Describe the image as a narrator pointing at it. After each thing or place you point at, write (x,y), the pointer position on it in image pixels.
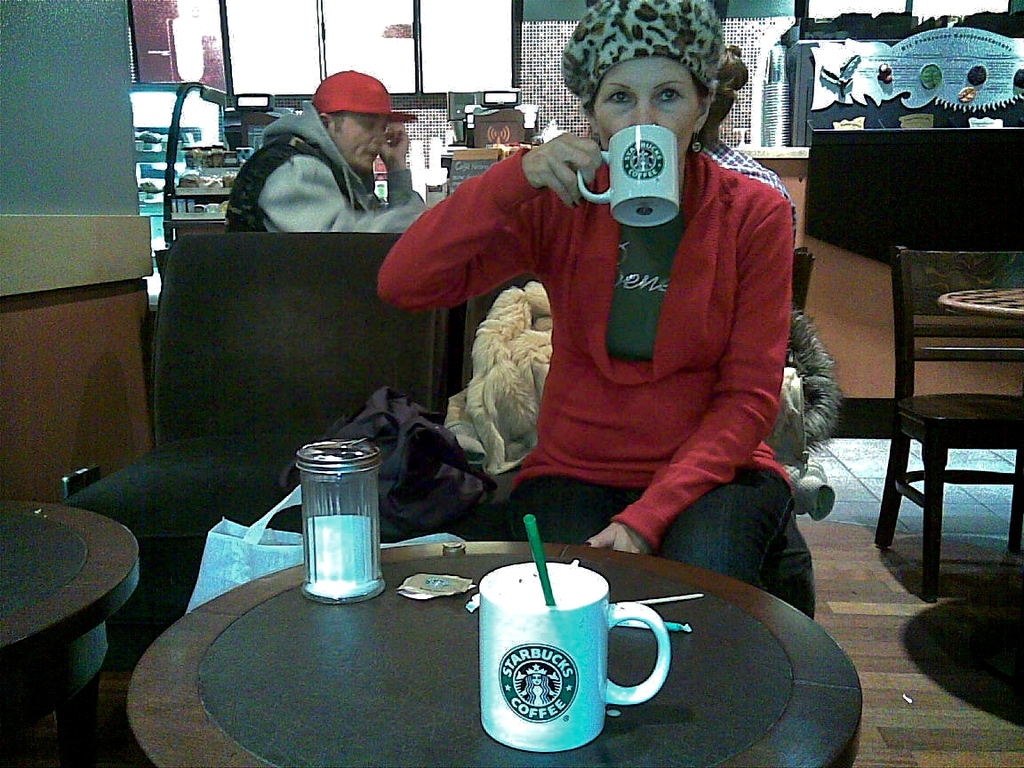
In this image we can see a woman (683,278) on a chair (448,335) holding a cup (664,198) sitting beside a table (668,585) containing a cup (523,669) with a straw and a container (350,574) on it. We can also see some chairs (252,515), tables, a bag (283,563), cloth (476,454), some people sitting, some devices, some objects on the racks (195,228), a wall (564,100) and the windows (285,28).
